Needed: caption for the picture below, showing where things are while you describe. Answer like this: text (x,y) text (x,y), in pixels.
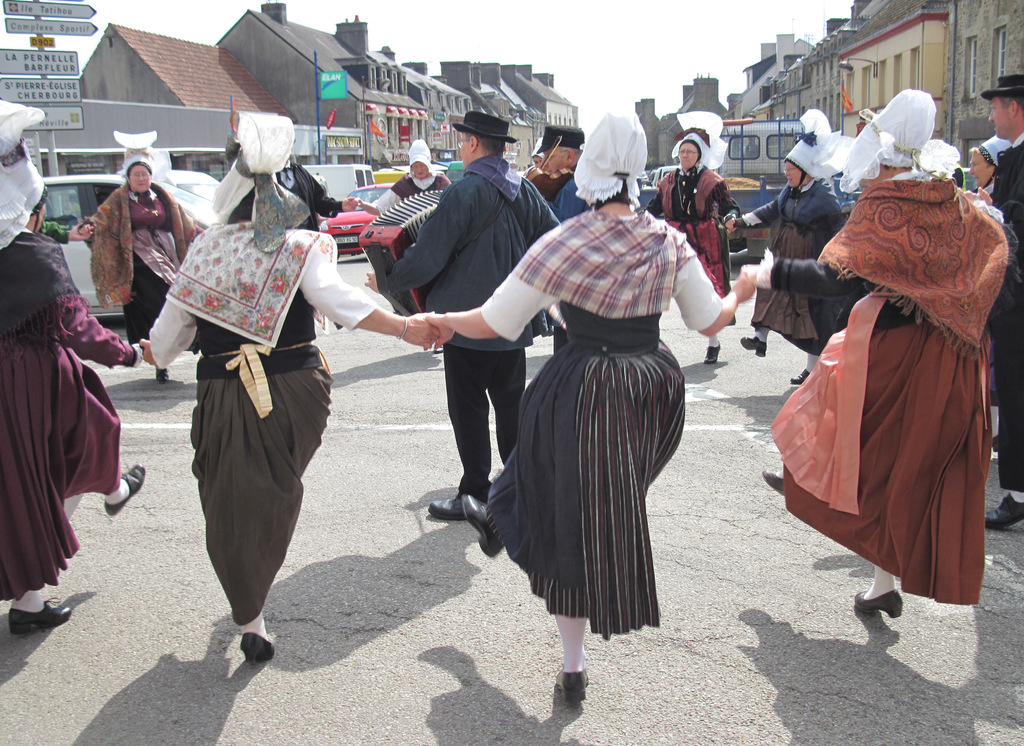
In this image we can see few persons (617,333) are holding their hands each other and dancing on the road (324,726) and a person (448,211) in the middle (505,266) is standing on the road (358,274) and playing a musical instrument (375,274). In the background (178,167) there are vehicles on the road (164,699), boards (29,89) on the poles (53,174), flags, buildings (401,145), poles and sky (145,25).
